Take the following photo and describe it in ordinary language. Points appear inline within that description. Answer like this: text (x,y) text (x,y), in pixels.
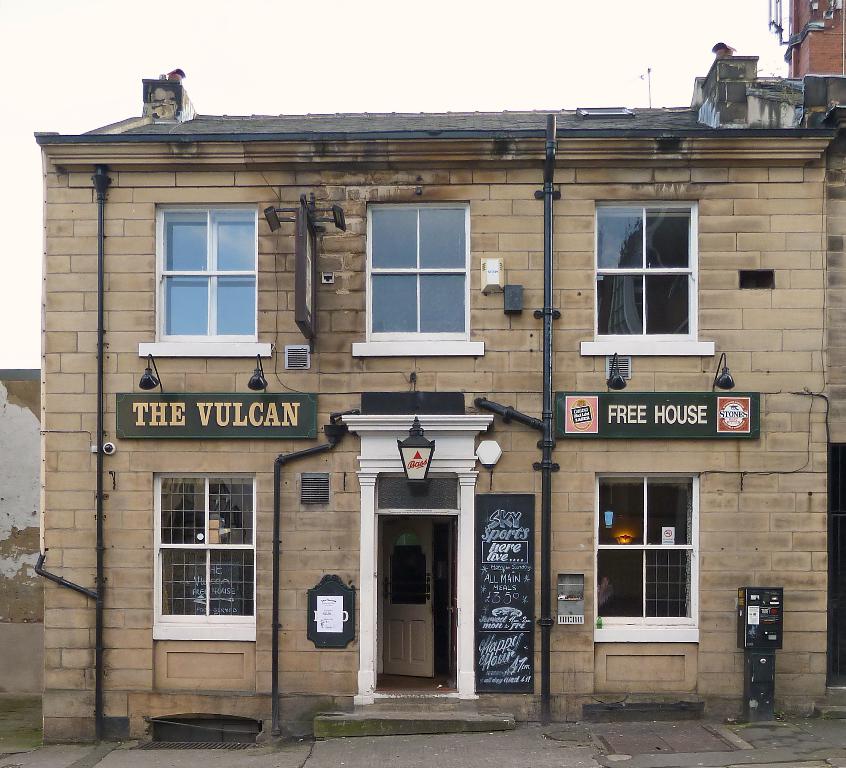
There is a building (659,186) having glass windows (604,281), roof (181,125) and hoardings (612,417) on the wall (825,550). In the background (819,74), there is wall (27,424), there is another building (814,6) and there is sky (207,3).
